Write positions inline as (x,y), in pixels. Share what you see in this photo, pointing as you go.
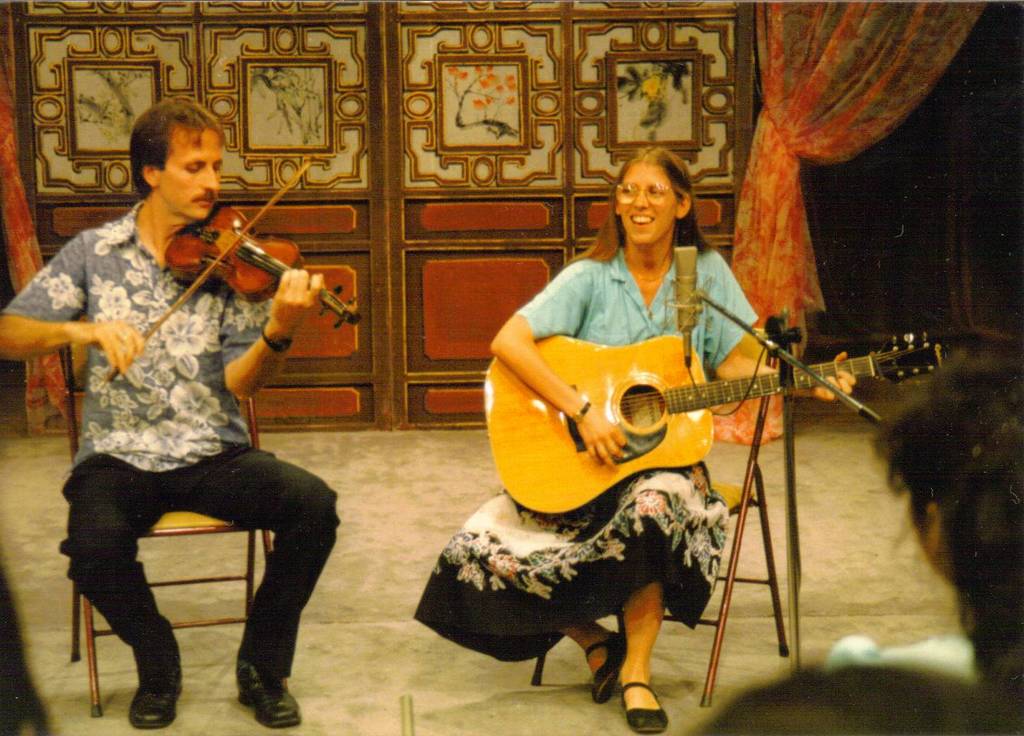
In this image there is a man (151,133) sitting in chair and playing a violin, another woman (591,418) sitting in a chair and playing a guitar (672,404) and in back ground (875,84) there is a curtain (885,110).
